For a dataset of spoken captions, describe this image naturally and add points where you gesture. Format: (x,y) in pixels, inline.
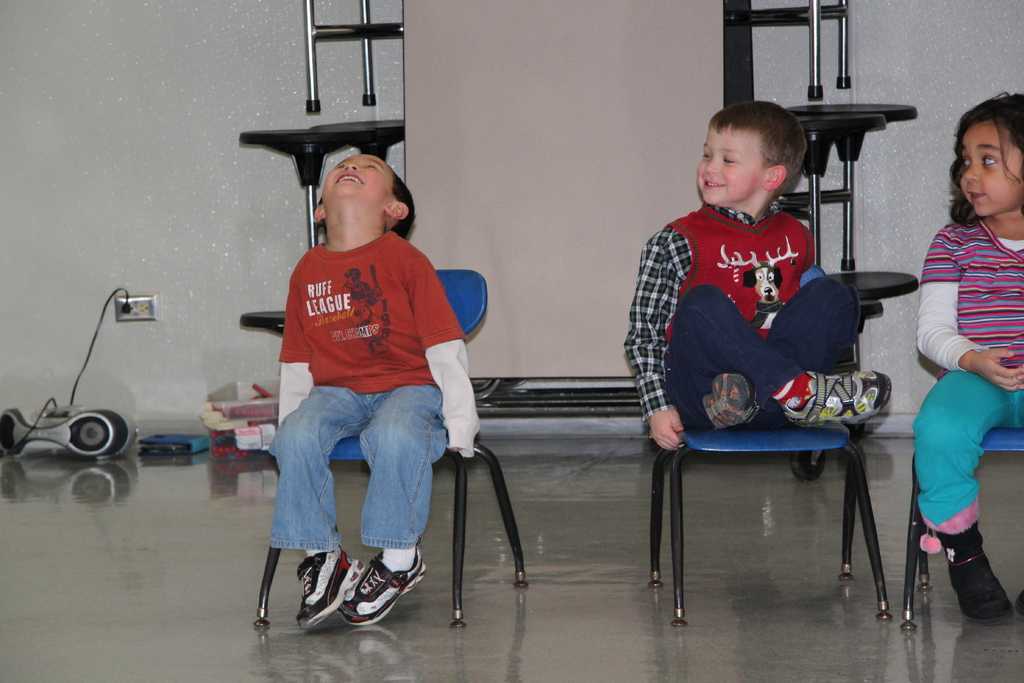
In this picture we see two boys (798,140) and one girl (989,121) seated on the chairs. with a smile on their faces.
